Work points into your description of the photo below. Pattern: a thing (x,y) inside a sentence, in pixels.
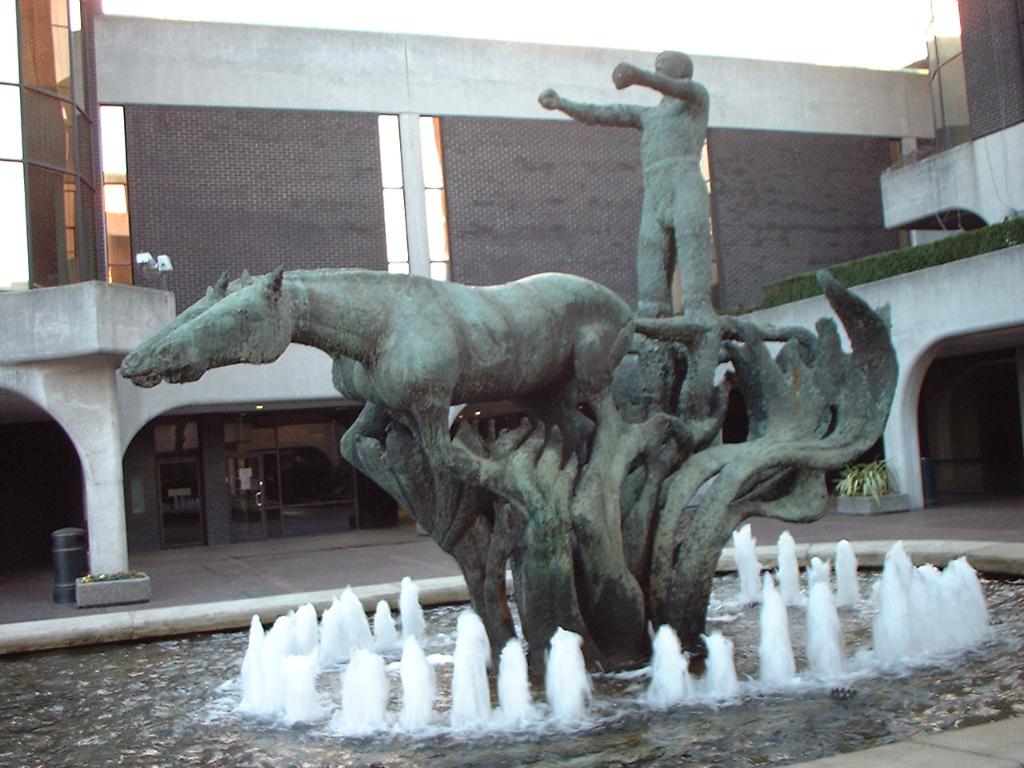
In the image in the center (589,356), we can see one statue (648,323) and water (580,662). In the background (555,162) there is a building (551,137), wall (831,159), glass (22,151), dustbin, plants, pillars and a few other objects (126,585).
